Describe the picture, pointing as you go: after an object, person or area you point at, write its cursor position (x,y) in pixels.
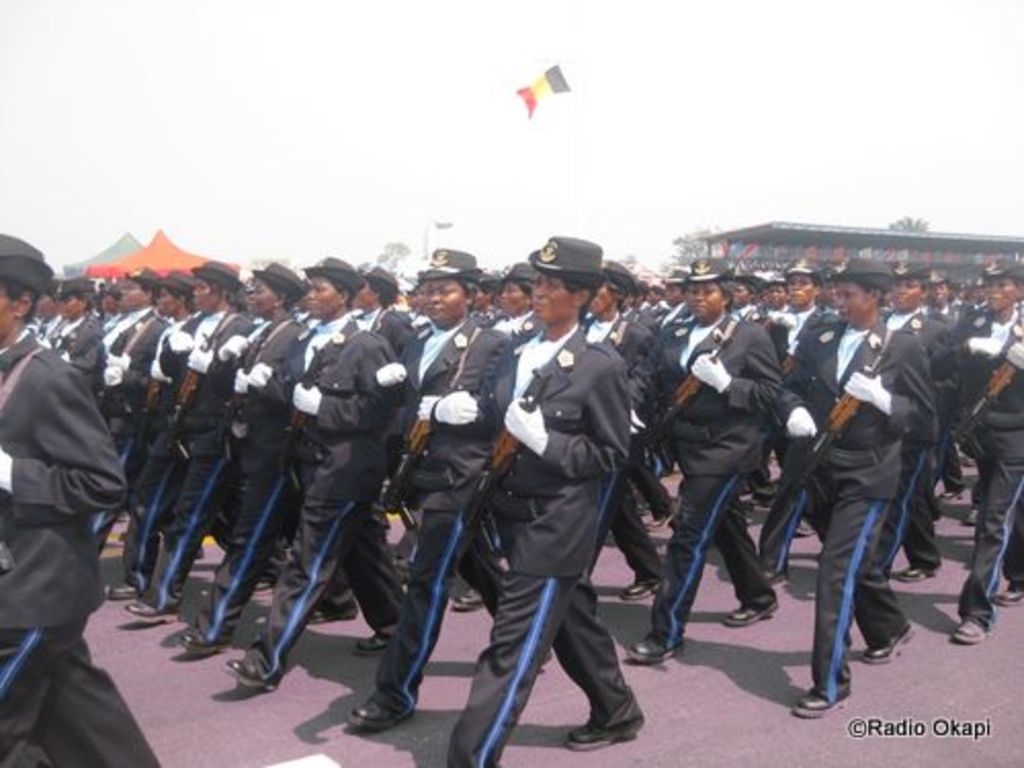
In the picture I can see a group of people (584,498) are walking on the ground (914,717). These people (361,456) are holding guns (301,475) in hands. In the background (808,257) I can see buildings (808,257), trees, the sky (524,231) and some other objects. These people (421,503) are wearing black color hats (604,278), coats (471,497), pants (558,620) and shoes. On the bottom right corner of the image (909,729) I can see a watermark (909,729).
